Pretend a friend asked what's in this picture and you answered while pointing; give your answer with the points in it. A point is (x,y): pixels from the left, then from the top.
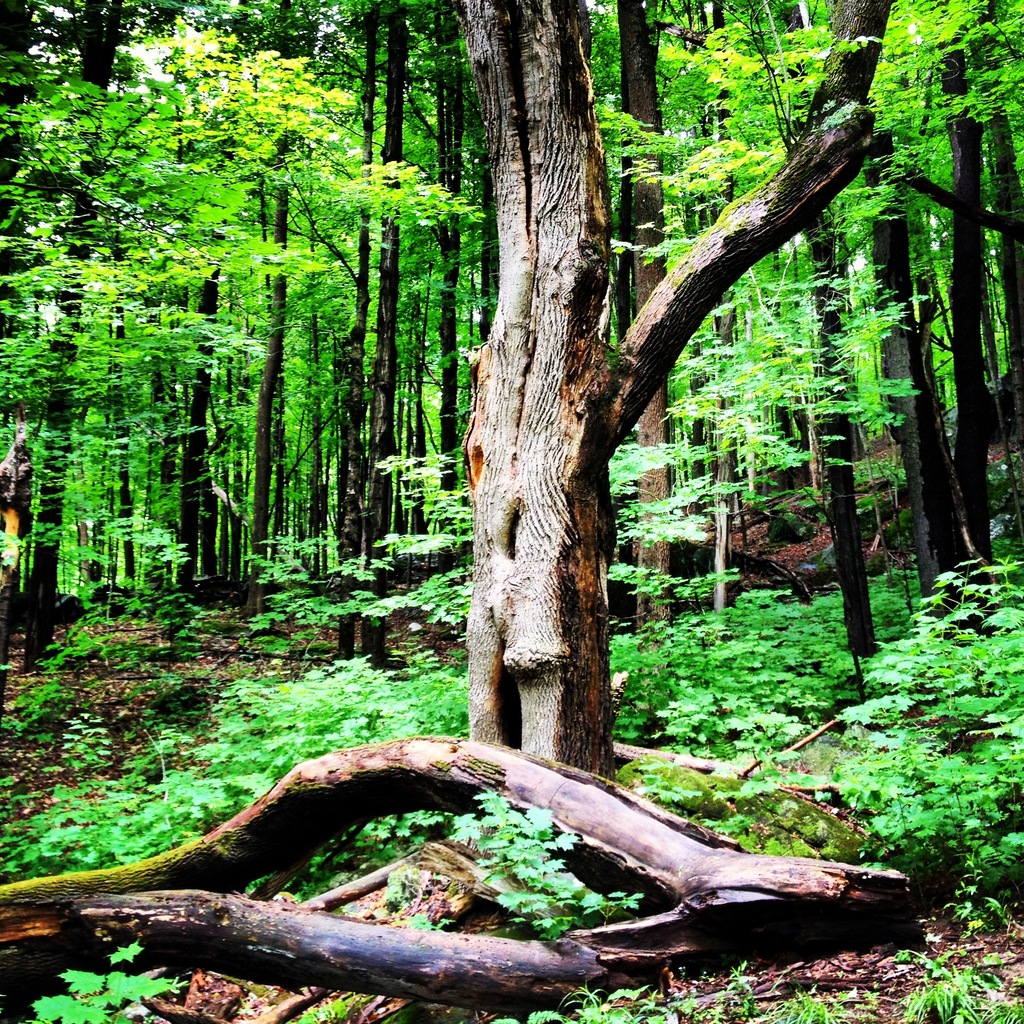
In this image I can see grass (958,660) on ground (158,644) and number of trees (575,494) in the background (150,464).
